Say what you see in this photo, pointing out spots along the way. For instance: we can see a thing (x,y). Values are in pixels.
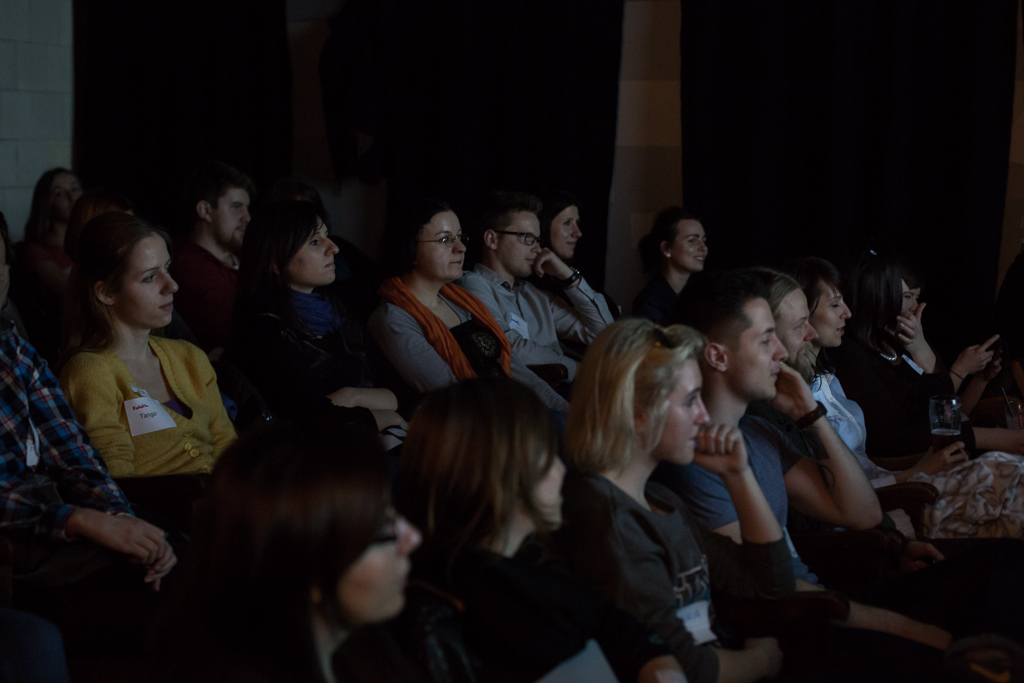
In this image I can see number of people (961,529) sitting here. I can see few of them holding glass (956,428), phones (993,344) in their hand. Few of them wearing specs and watches (571,279). In the background (68,77) I can see a wall (52,96).
